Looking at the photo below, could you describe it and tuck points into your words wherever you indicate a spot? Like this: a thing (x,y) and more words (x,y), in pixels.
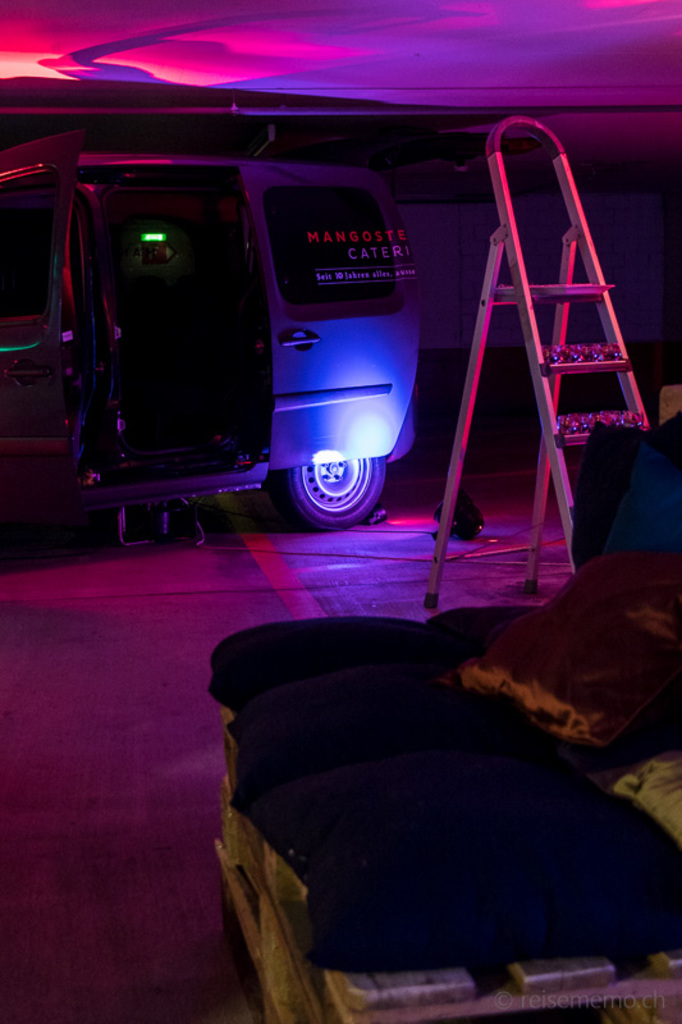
In this image I can see a cushion (573,652) which is brown in color, few black colored pillows (468,747), a vehicle (237,247) on the ground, a ladder (477,331) and the light (376,448). I can see the pink colored light (302,81) on the ceiling (415,81).
